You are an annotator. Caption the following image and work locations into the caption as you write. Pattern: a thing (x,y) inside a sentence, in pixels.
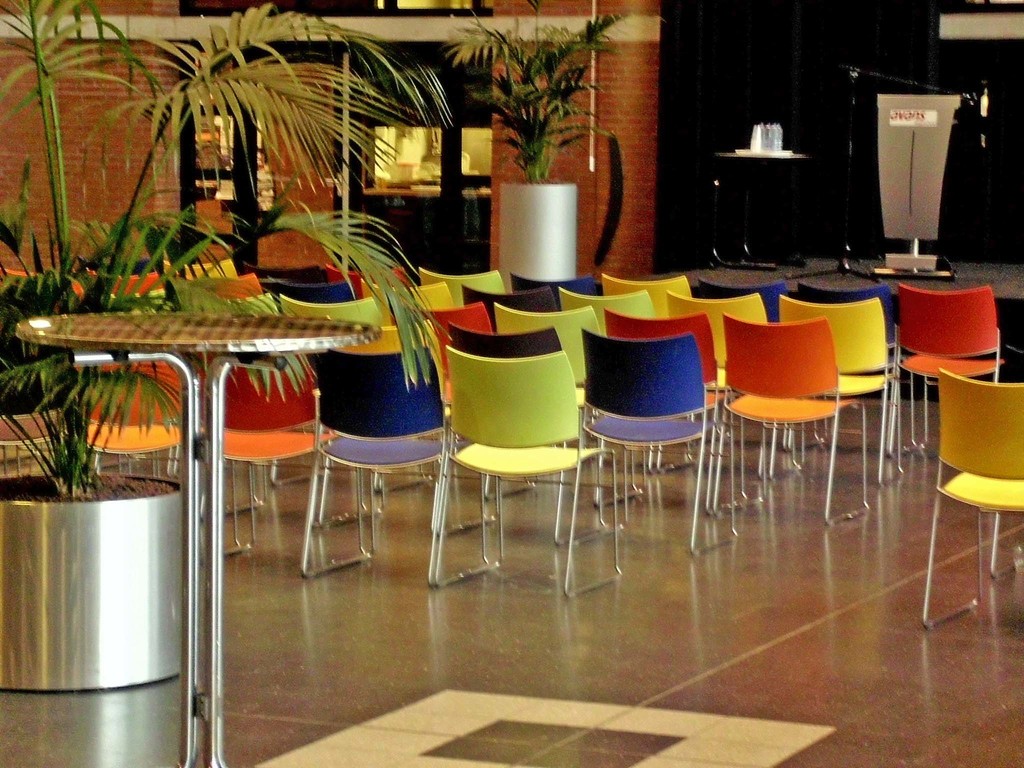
In this picture, there are some chairs (308,435) which are in yellow, orange, and blue color, in the left side (105,337) there is a table (121,336) which is in yellow color, there is a green color plant (14,289), in the background (697,251) there is a black color wall (706,99), and there is a brown color brick wall (616,90).
